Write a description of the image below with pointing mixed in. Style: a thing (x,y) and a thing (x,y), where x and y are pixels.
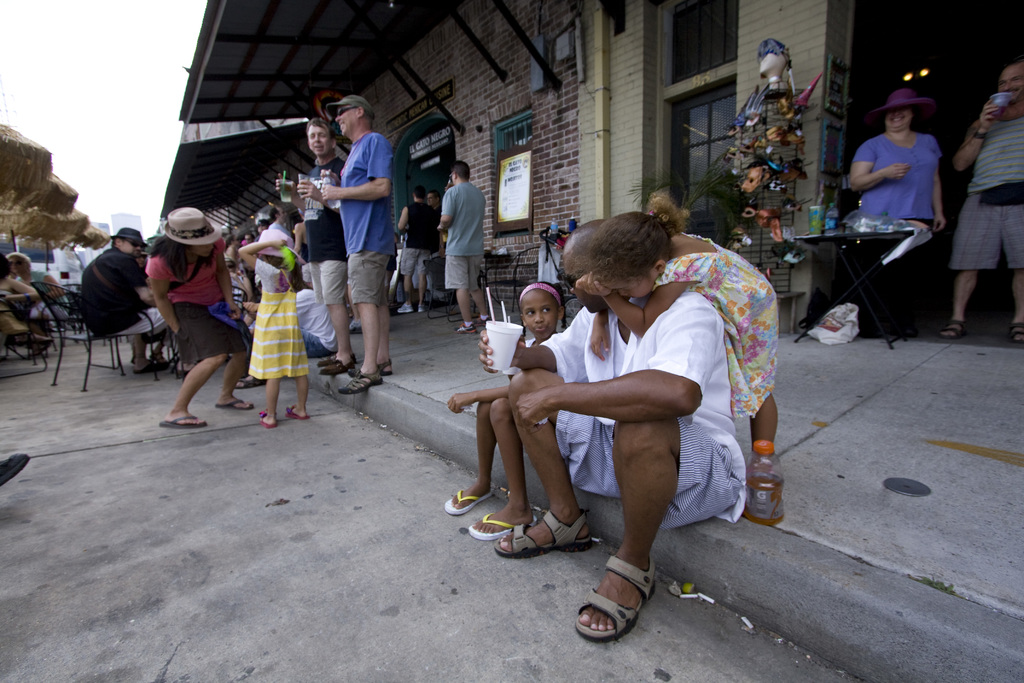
In this image there are so many people (498,521) standing and sitting in front of a building (917,129) where some of them are holding a coffee cup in hands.
